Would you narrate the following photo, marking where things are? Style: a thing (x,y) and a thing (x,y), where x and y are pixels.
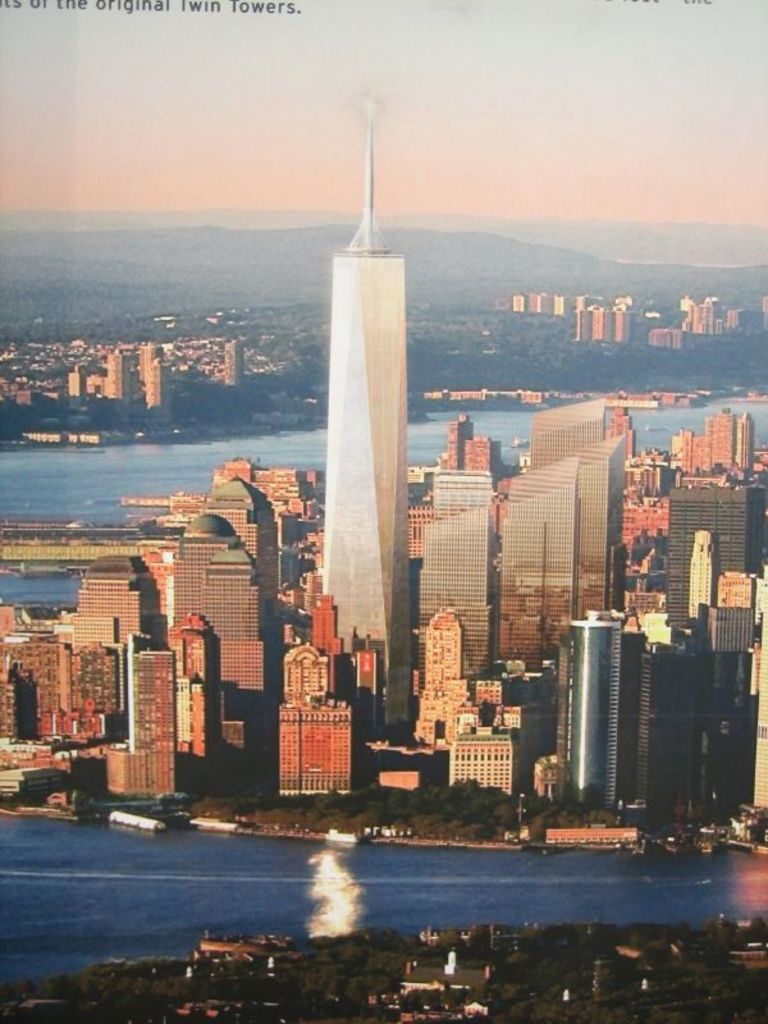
In this image there are some buildings (337,758), water (34,489) visible around the buildings (687,758), at the top (490,134) there is the sky (303,159), text (290,10) visible.
